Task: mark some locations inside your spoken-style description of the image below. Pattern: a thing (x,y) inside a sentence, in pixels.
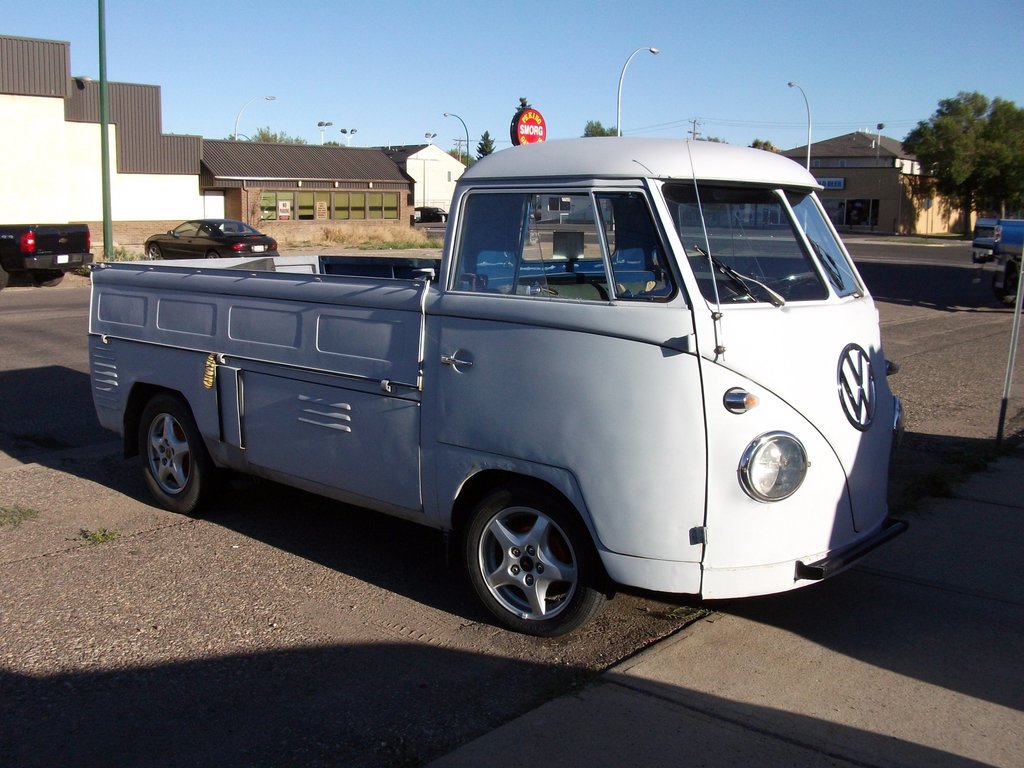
In the foreground of the picture (381,287) I can see a vehicle (454,199) parked in a parking space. There are two cars (182,253) on the top left side (222,246). In the background (215,168), I can see the houses (429,177), light poles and trees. The sky (606,77) is clear.
